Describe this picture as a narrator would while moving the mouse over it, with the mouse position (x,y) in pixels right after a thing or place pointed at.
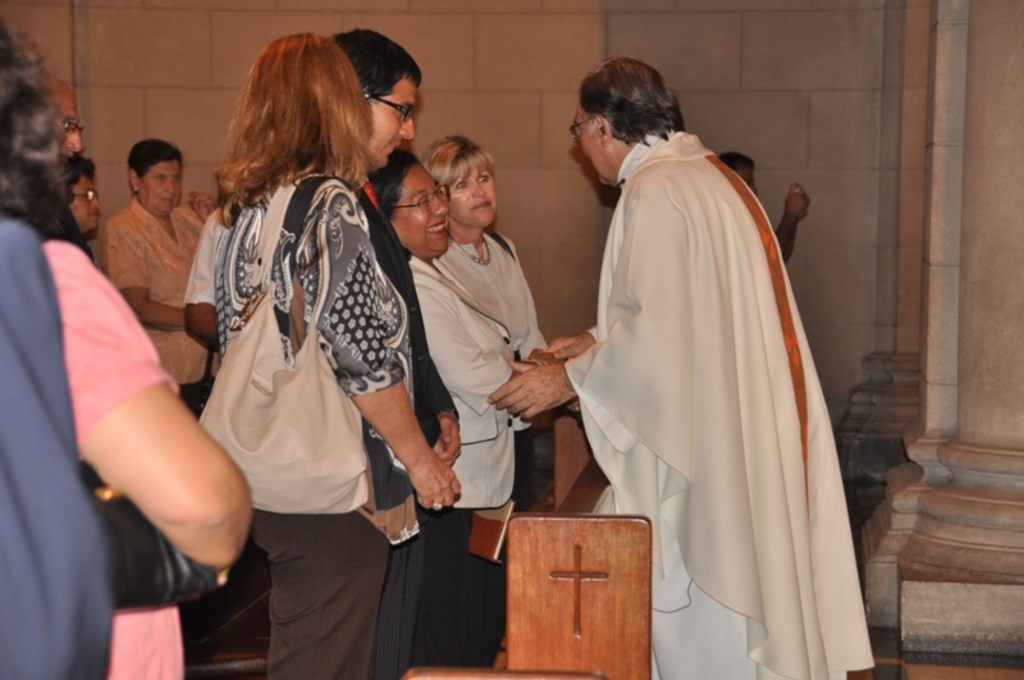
There are people (356,240), among them she is carrying a bag (290,452) and we can see wooden object (562,663). In the background (946,246) we can see wall (876,54) and pillars (978,178).
